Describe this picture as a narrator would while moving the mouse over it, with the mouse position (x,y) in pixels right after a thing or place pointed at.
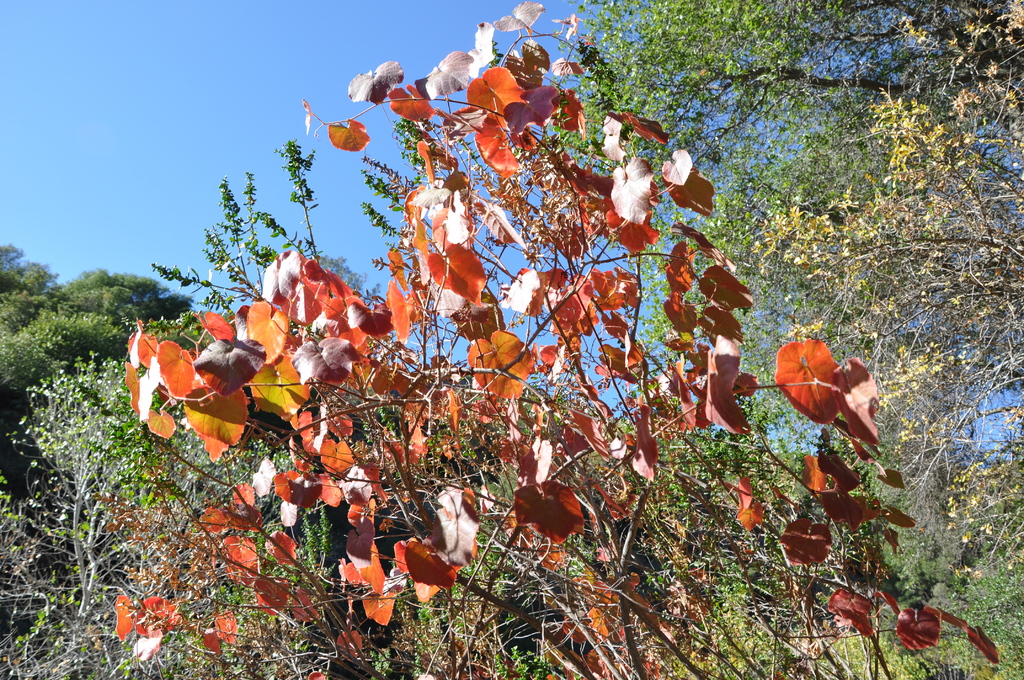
In this image I can see trees (459,486) and the sky (205,143) in the background (190,119).
